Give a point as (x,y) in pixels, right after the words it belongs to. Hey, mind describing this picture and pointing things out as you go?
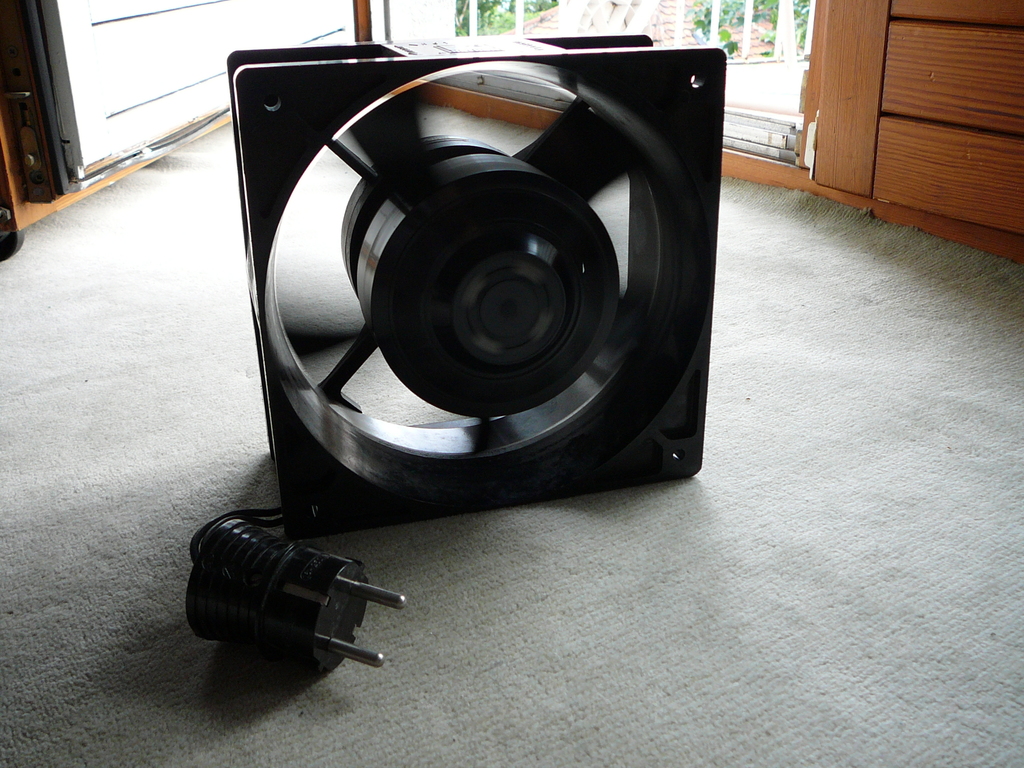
In the picture we can see a fan (280,437), which is black in color with a plug (216,570) and behind it, we can see a wooden door (7,46) which is opened.
